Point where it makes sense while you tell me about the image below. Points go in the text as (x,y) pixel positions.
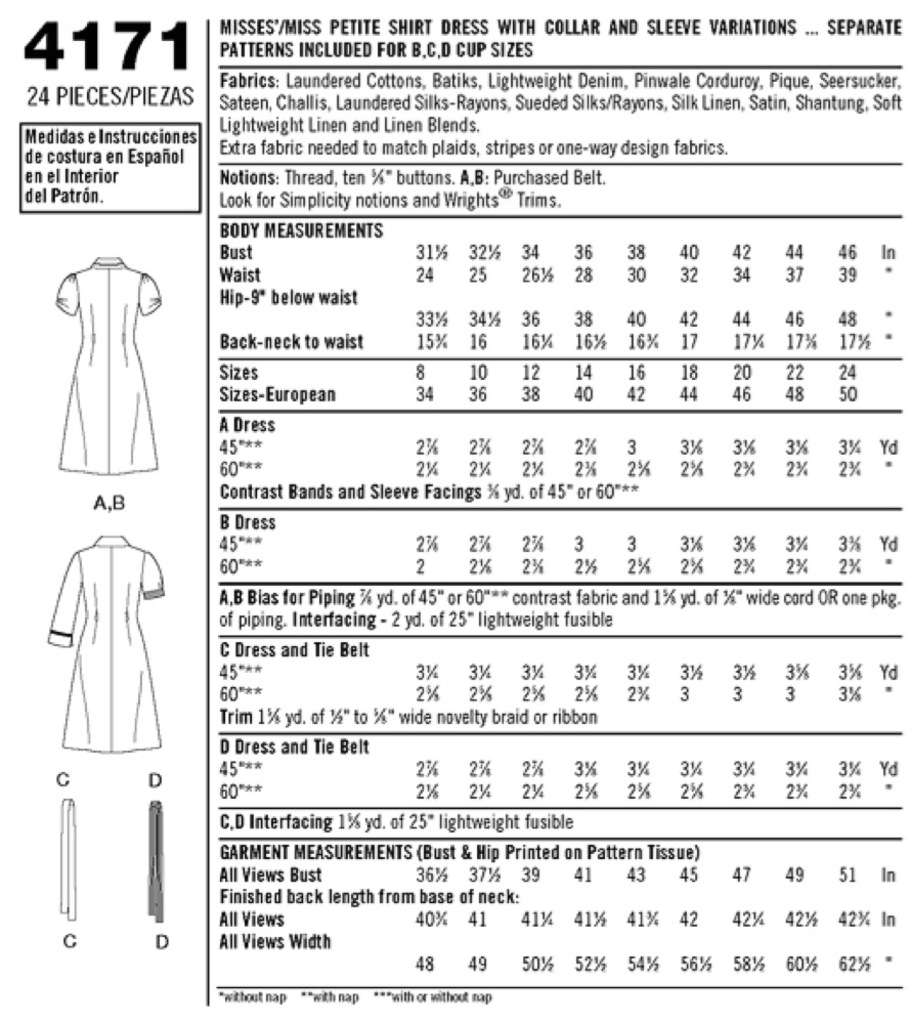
In this image we can see a chart (358,427) of ladies dress (131,413) there is some text (76,138) written in words (362,494) and numerical (470,878).
